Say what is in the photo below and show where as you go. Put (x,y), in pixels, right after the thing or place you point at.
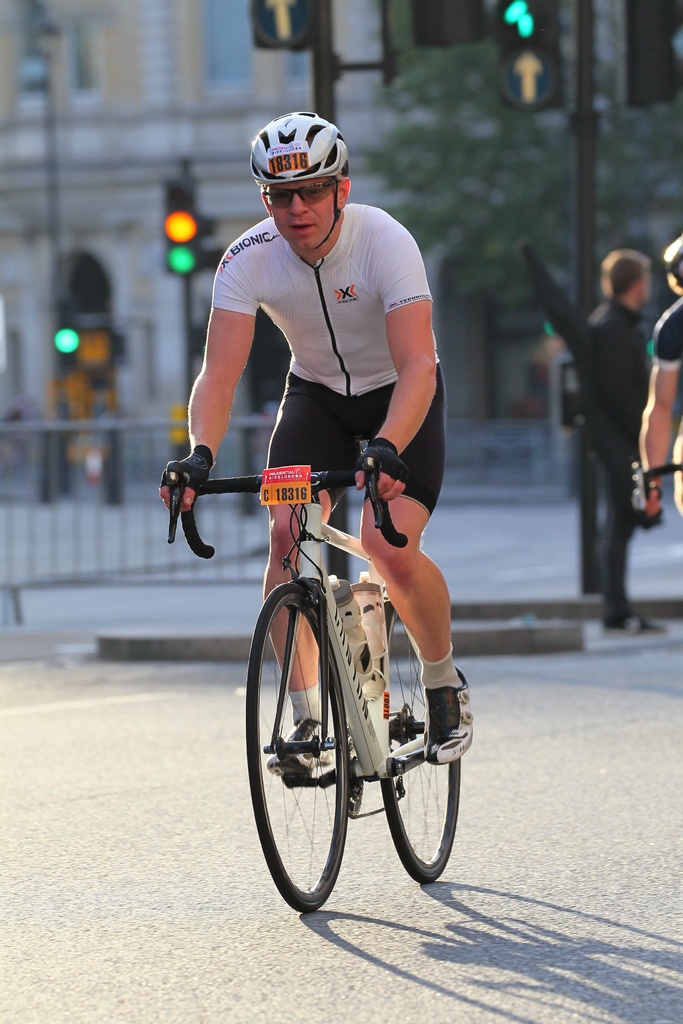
In this picture we can see man (294,347) wore goggle (320,184), helmet (313,142) riding bicycle (358,789) on road (216,853) and in background (115,458) we can see fence (481,442), two persons (665,254), pole (587,465), traffic lights (447,8), building (183,56), tree (505,139).
